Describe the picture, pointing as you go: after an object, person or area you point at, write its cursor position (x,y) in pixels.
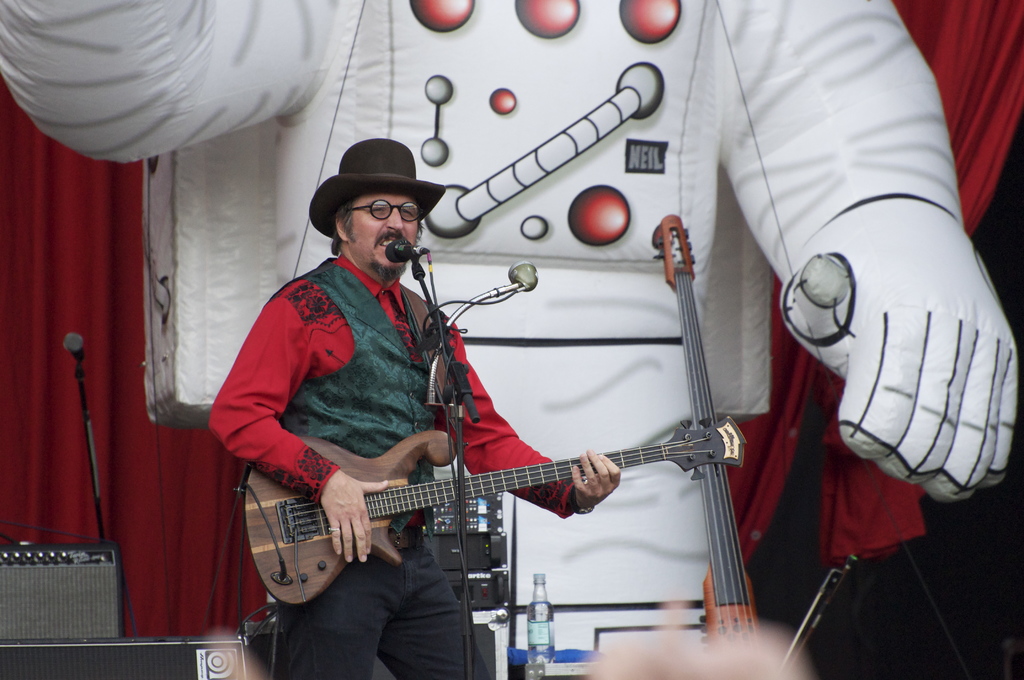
In this picture there is a man (280,381) who is playing a guitar (370,473). There is a bottle (548,629), mic (76,342) and toy (608,223) at the background (259,307). There is a red curtain (76,266).
